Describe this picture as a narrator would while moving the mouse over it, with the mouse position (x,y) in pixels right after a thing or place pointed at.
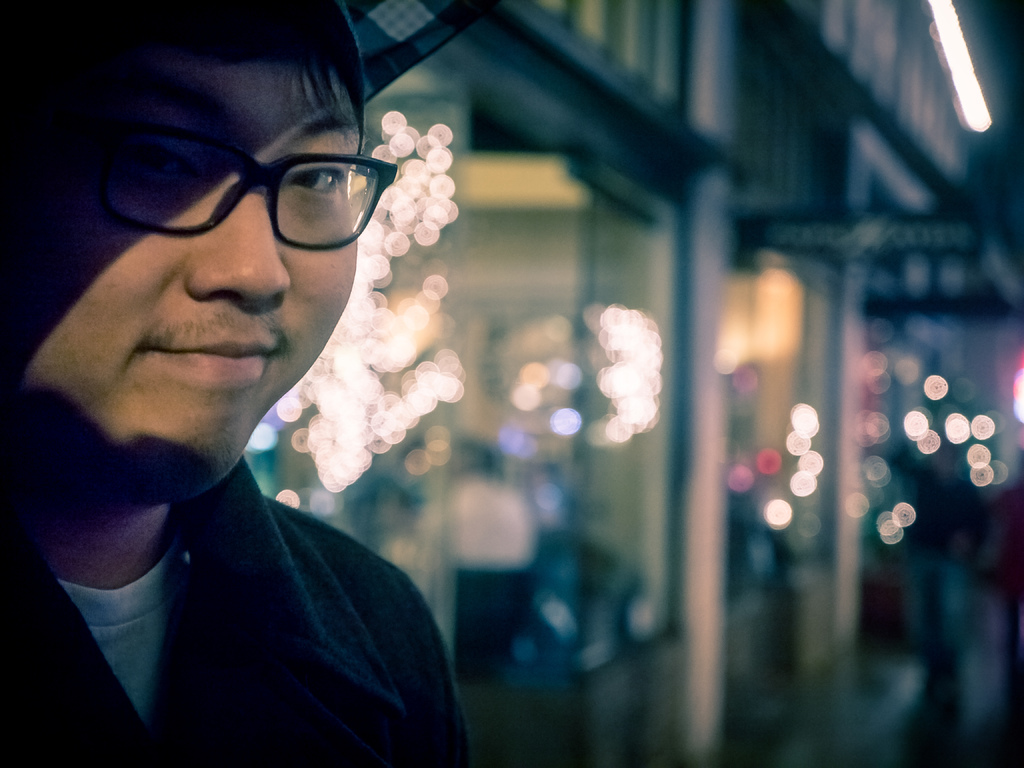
In the front of the image (191,186) I can see a person (129,299) wearing spectacles (125,205). In the background of the image (593,322) it is blurry.
